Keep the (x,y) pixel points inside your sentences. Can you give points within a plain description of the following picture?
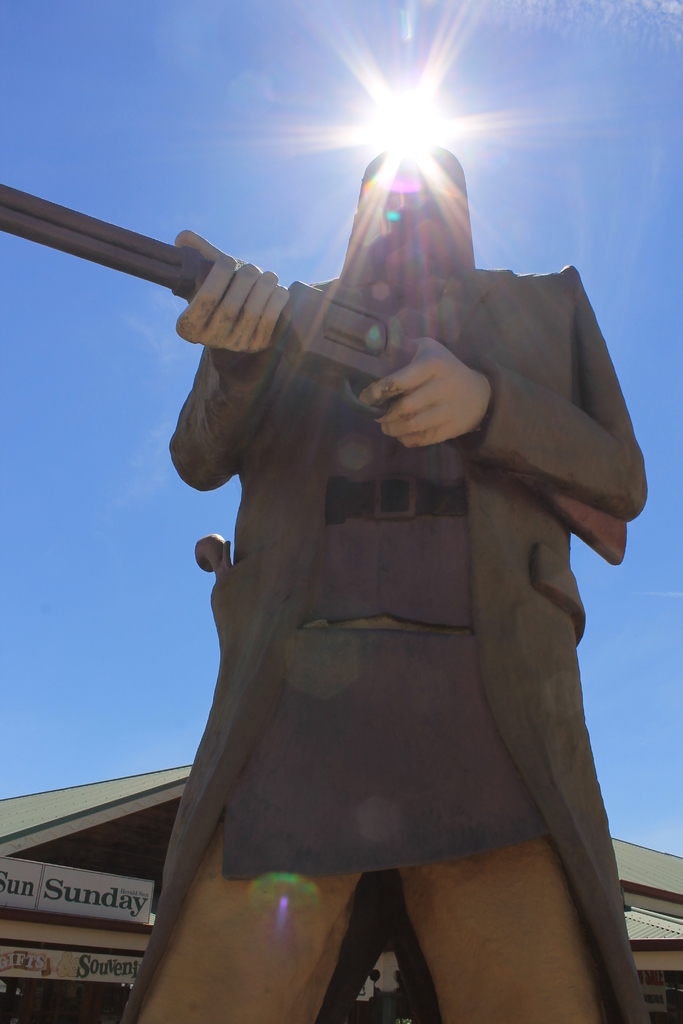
This is a statue (351,500) of a person (281,402) holding a gun (342,347). In the background (119,816) there is a building (108,825) with boards (86,881) and sky (110,568) with sun (420,118).
